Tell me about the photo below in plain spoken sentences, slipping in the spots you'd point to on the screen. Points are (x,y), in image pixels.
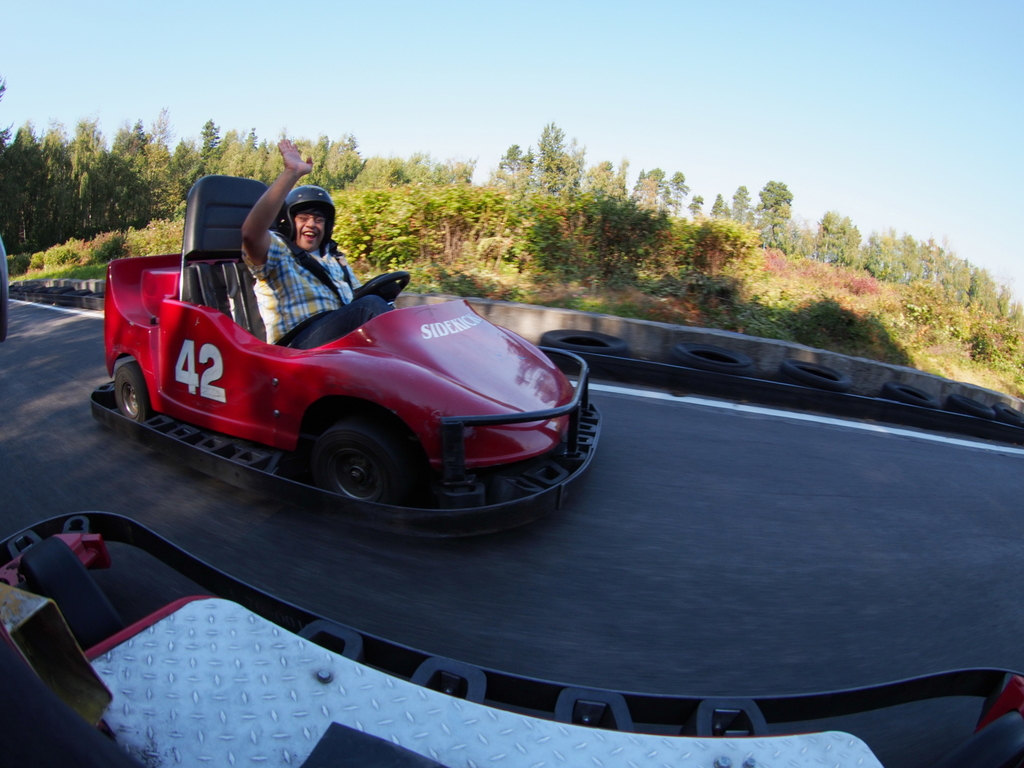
In this image we can see a man (286,302) is driving a red color car (364,427). At the bottom of the image (388,705), some vehicle part (333,700) is there. Background of the image (648,251), trees (402,219) are there and tyres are present. The sky (687,92) is in blue color.
